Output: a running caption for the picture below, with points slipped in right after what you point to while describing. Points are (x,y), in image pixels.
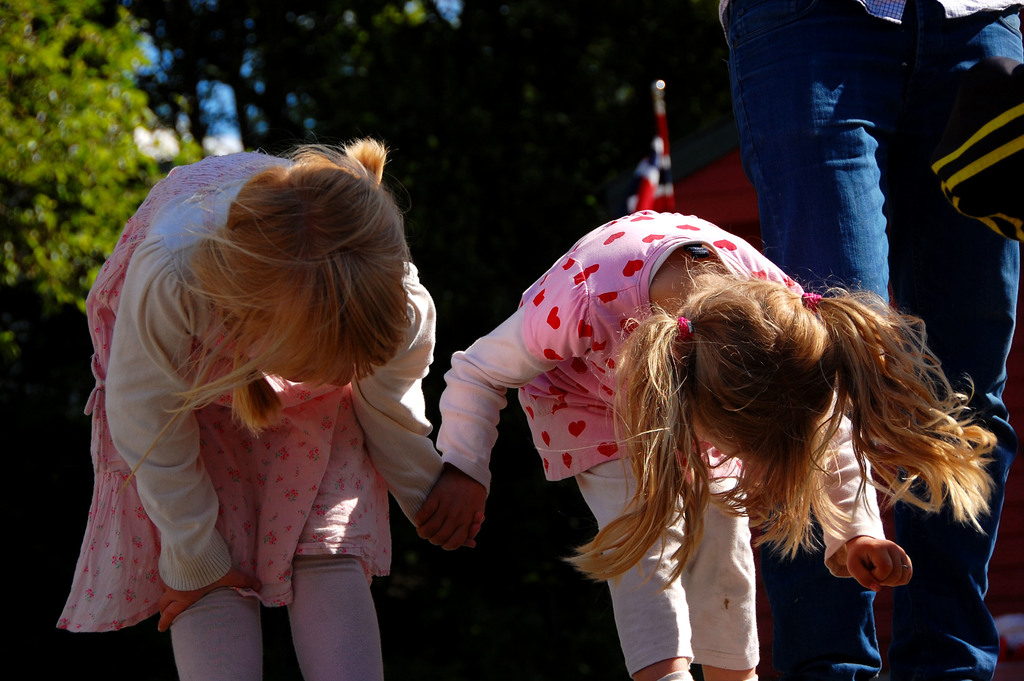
In front of the picture, we see two girls (591,470) who are wearing the pink dresses (248,476) are bending. Behind them, we see a person (822,157) wearing the blue jeans (863,286) is standing. In the background (313,92), we see the trees (523,139), a red color building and a flag (640,173) in white, blue and red color.
